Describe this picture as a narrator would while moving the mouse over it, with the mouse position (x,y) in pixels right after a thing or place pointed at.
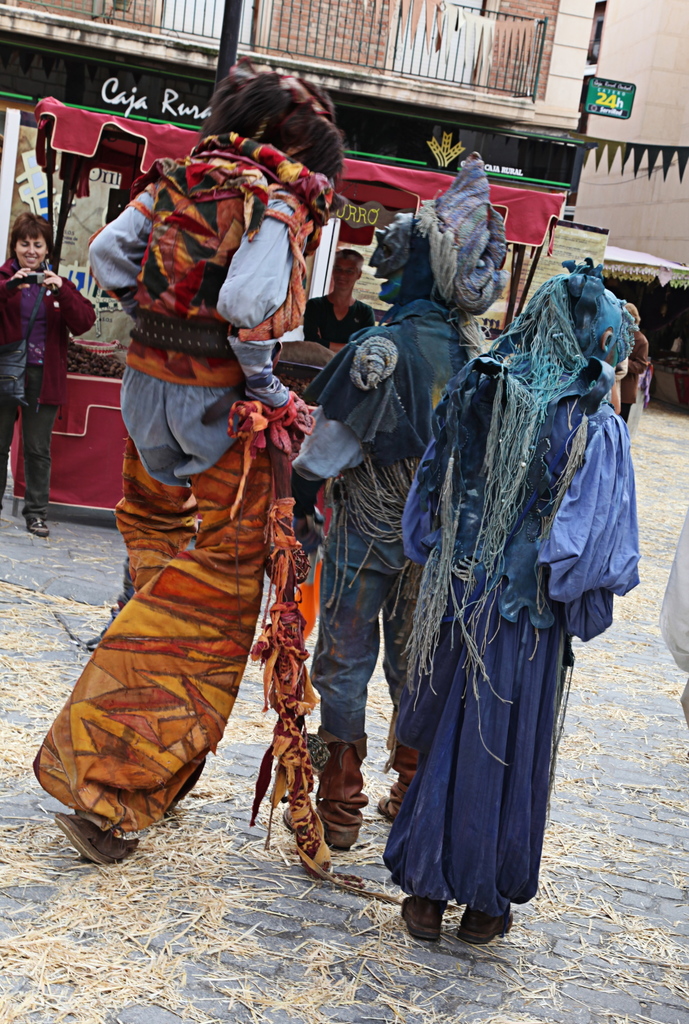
3 Persons (457,357) are walking by wearing different kinds of dresses (358,492). In the left side (79,331) a woman (38,219) is standing and taking the photographs of them.
